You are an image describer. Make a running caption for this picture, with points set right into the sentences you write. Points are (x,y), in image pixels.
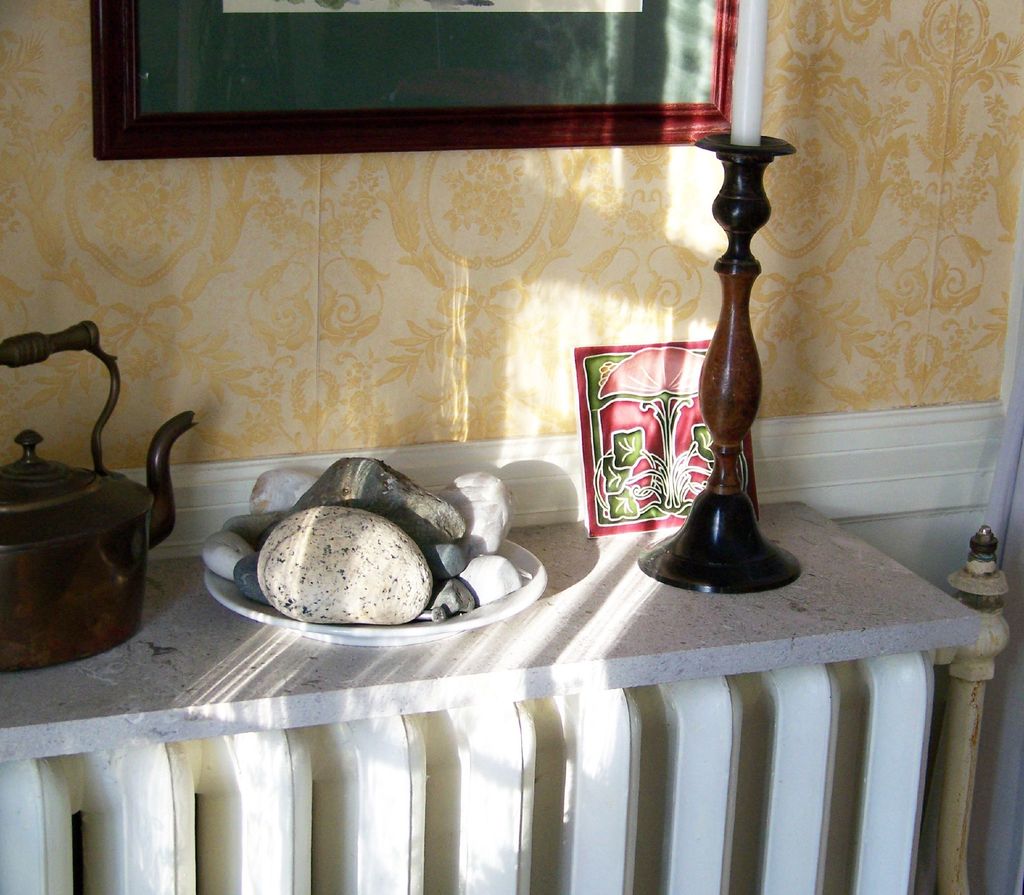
In this image we can see a kettle (100,420), pebbles (358,604) in a plate (529,603), candle stand (740,305), and a frame (593,510) on the platform (597,645). In the background (410,336) we can see wall (843,129) and a frame (487,136) which is truncated.
